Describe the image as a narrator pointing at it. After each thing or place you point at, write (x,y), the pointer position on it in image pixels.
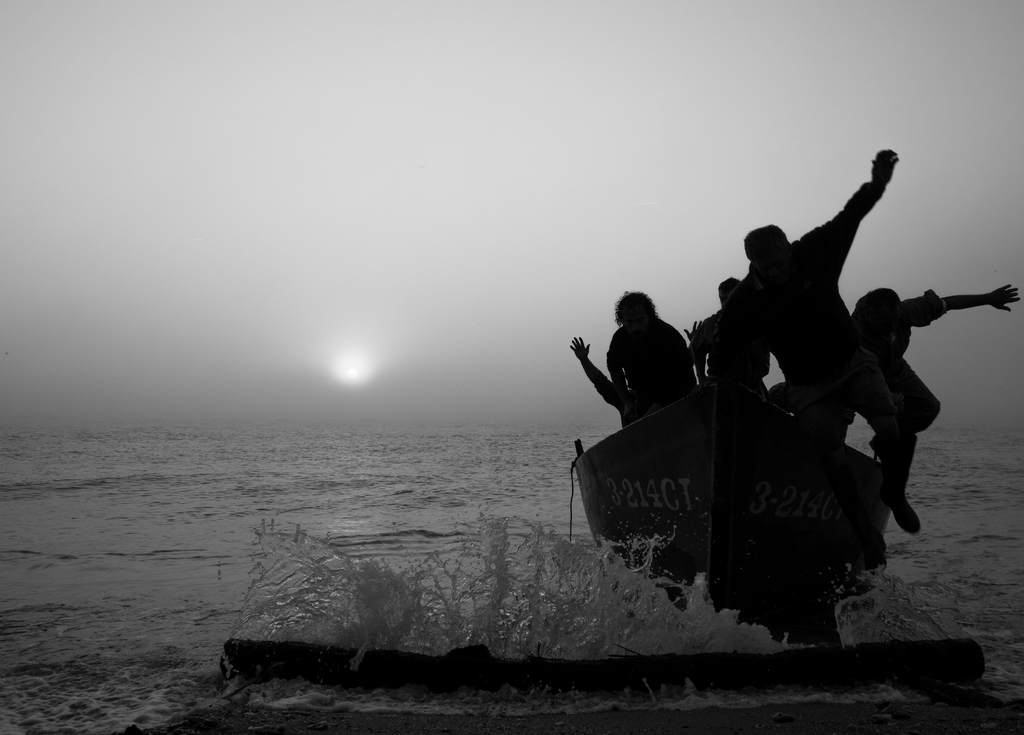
In the image we can see there are people (803,369) jumping out of the boat (753,439) and the boat (706,467) is in the water (489,523). Here we can see the sky (285,321) and the sun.
